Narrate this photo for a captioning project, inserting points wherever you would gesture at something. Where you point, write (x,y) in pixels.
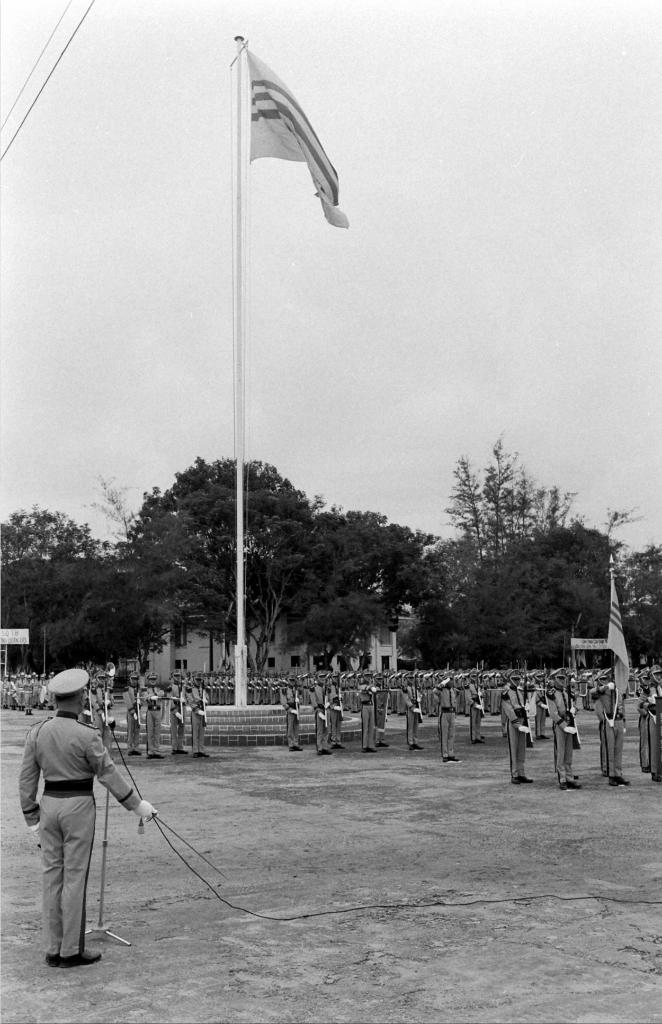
This is a black and white picture. Here we can see people (414,729), pole (241,341), flag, board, trees (107,643), and a building (176,669). In the background (341,345) there is sky (128,435).
